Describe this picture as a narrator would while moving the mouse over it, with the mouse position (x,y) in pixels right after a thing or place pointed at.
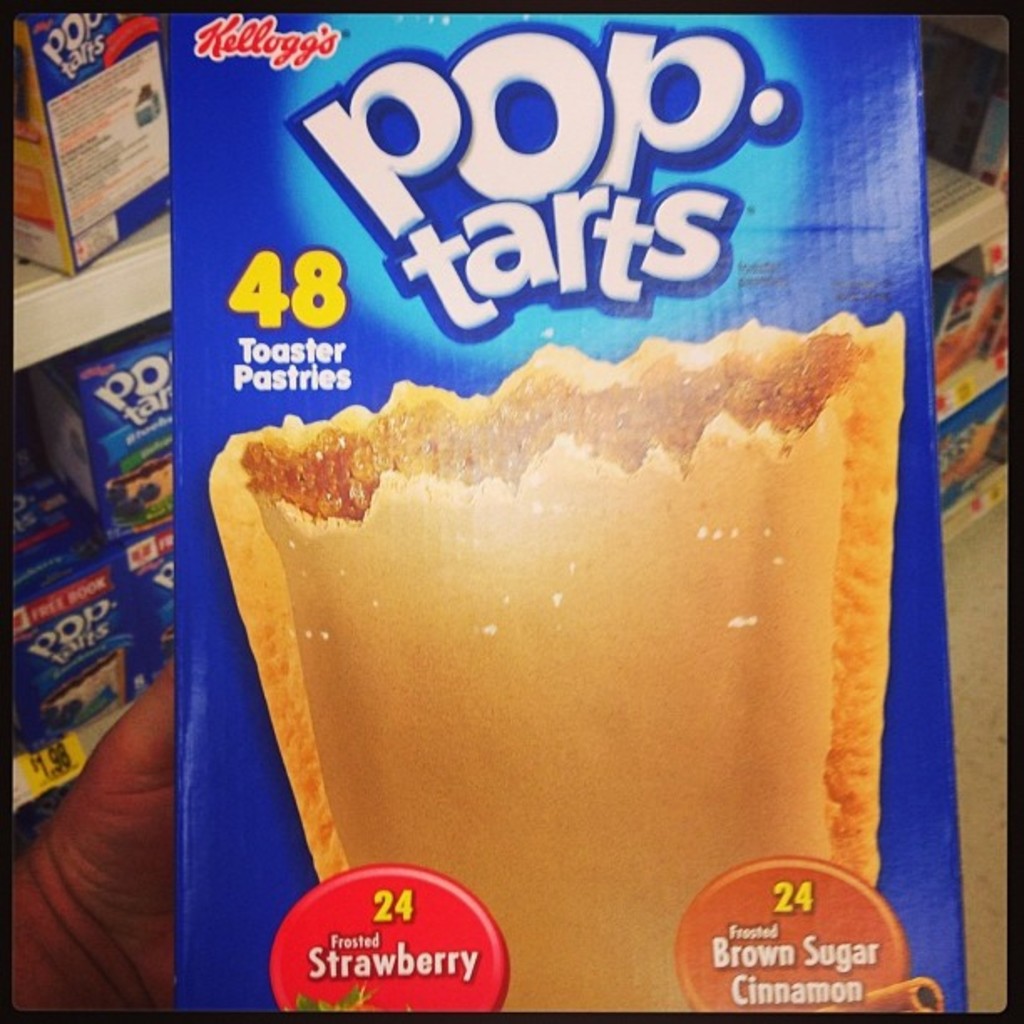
In this image in front (256,612) we can see the hand (144,704) of a person (144,704) holding the box (689,829). In the background of the image (86,110) there are a few boxes (32,89) in the rack (57,323). At the bottom of the image (1004,719) there is a floor (991,608).
